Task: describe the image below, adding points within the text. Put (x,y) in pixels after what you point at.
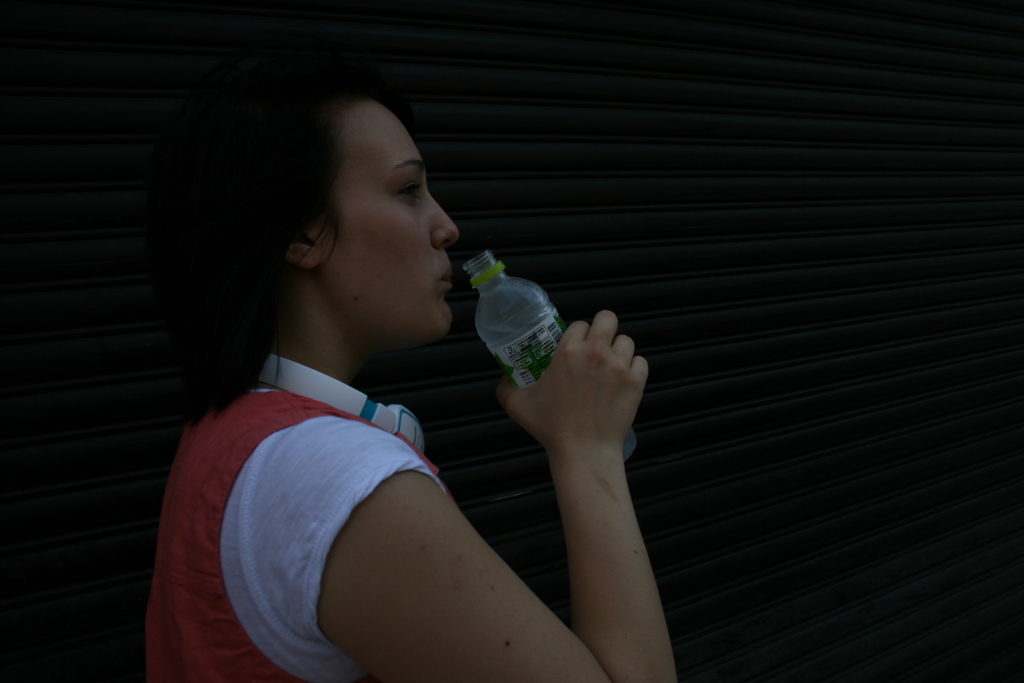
In this image I can see a woman (447,680) holding a water bottle (532,363) in her hand (592,370).
